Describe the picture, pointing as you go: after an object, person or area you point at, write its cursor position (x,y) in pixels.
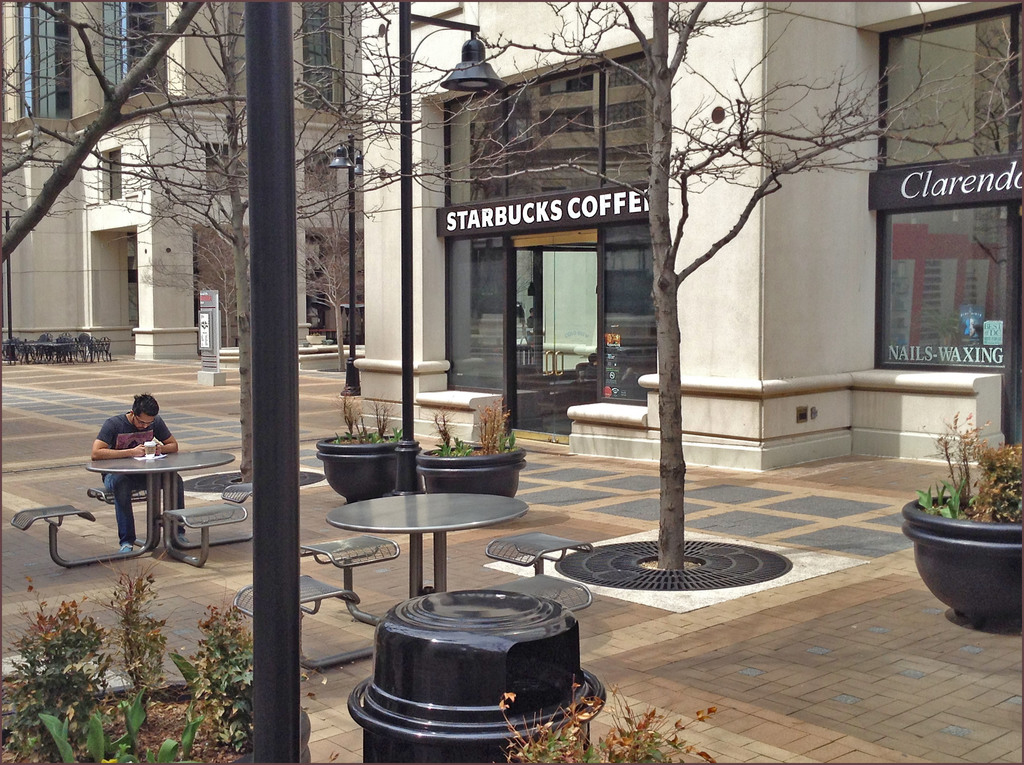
In this picture there are tables (468,499) and chairs (526,538) around the area of the image, it seems to be area where, there is a coffee shop (746,231) at the right side of the image (744,128) and there are some trees (247,402) around the area of the image.
